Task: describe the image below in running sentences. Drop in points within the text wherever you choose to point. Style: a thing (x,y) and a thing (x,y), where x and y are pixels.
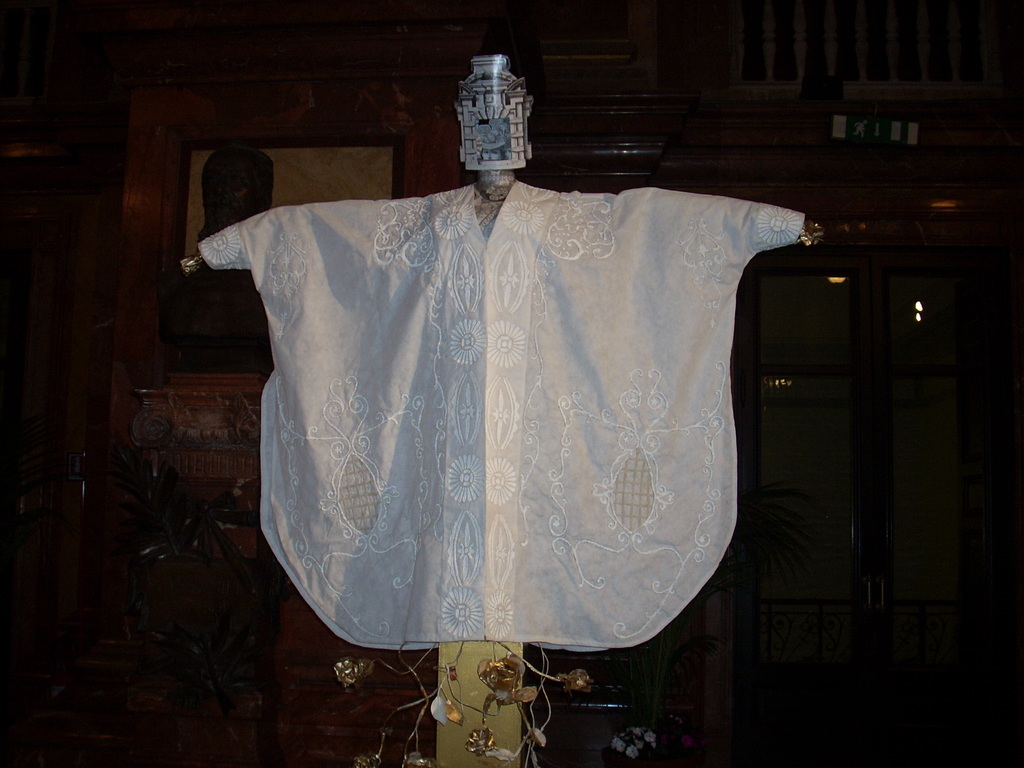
In this image we can see a pole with a cloth (501,408) and an object (487,168) on it, in the background (374,185), we can see some potted plants (198,597), photo frame (389,188), cupboard (908,588) and the wall (369,116).
